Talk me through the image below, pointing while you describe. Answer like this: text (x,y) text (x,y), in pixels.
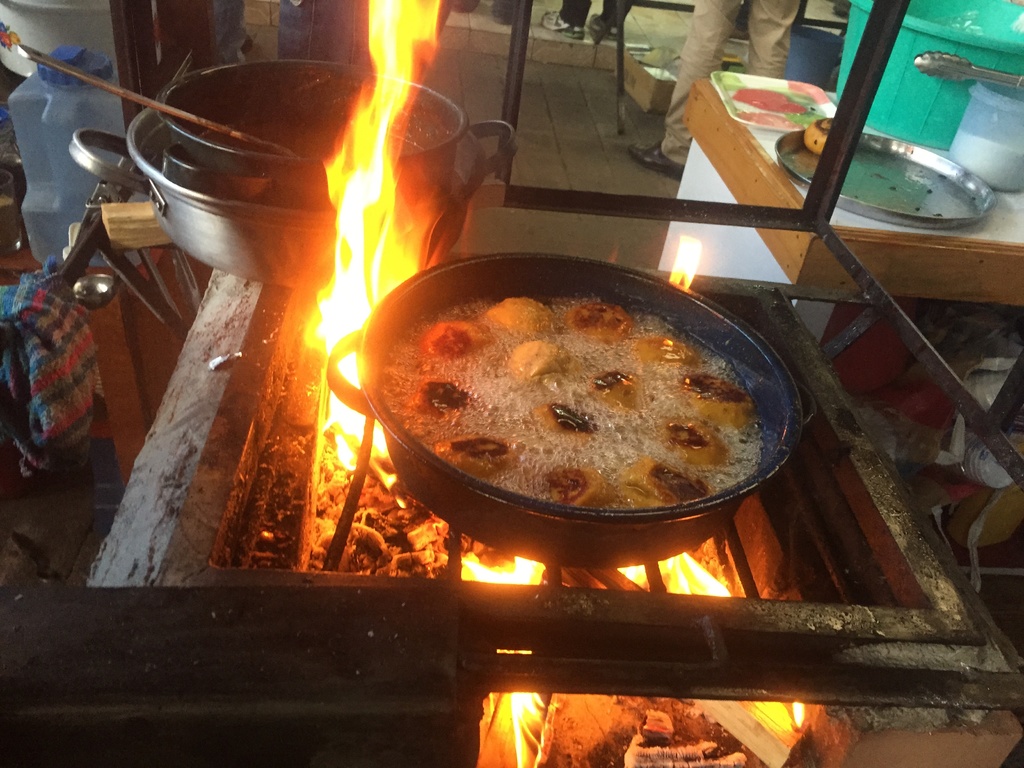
The picture is taken inside a kitchen (450,455). Here on the fire (414,524) a pan (397,335) with food (579,429) is there. These are few other vessels (290,190). here there are bottle (40,140), spatulas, cloth (66,293). On the right (941,241) on the table (950,241) there are plates (924,218), few other things (924,100) are there. In the background (720,33) there is a person (705,32). There are few other person (565,14) over here. On the floor (538,33) there are tiles (577,174).
